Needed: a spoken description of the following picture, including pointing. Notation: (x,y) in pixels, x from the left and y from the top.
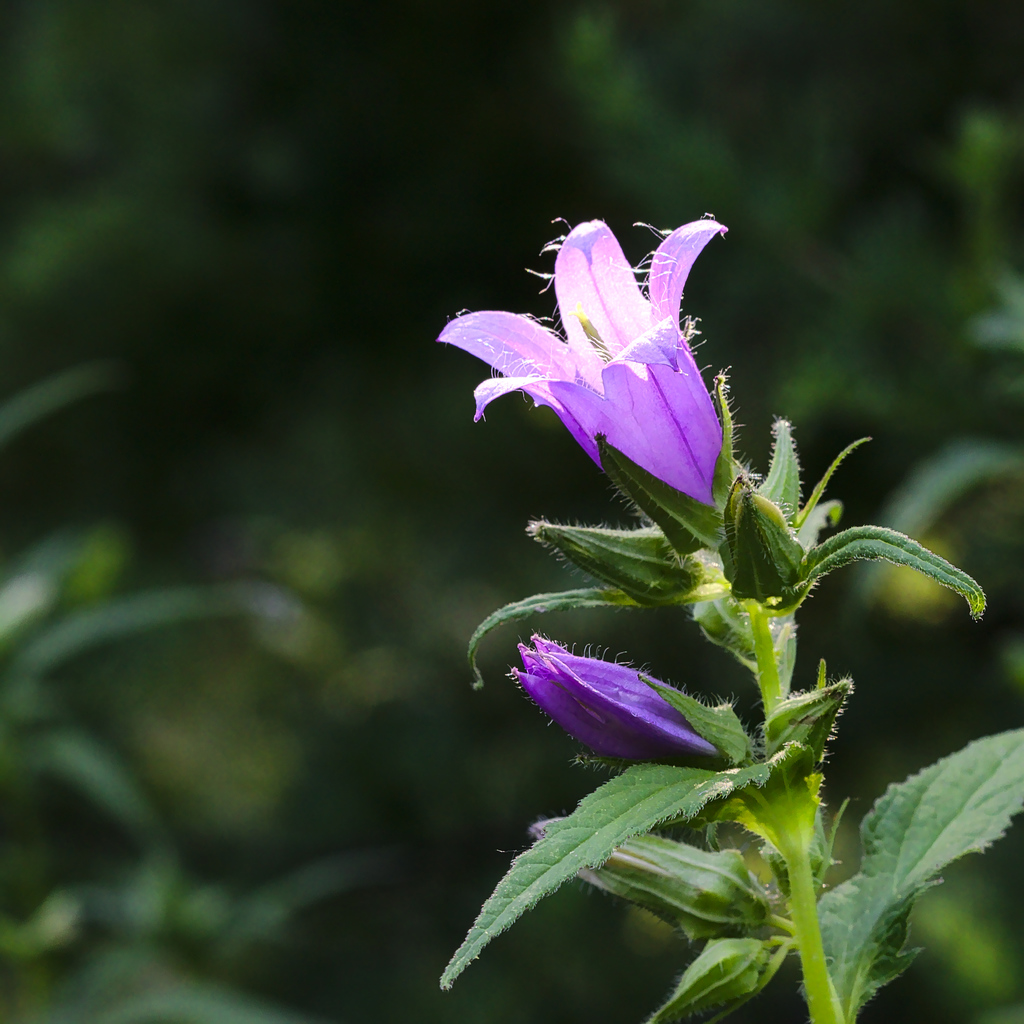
On the right side (794,909), there is a plant (814,731) having violet colored flowers (675,378) and green colored leaves (832,937). And the background (52,714) is blurred.
